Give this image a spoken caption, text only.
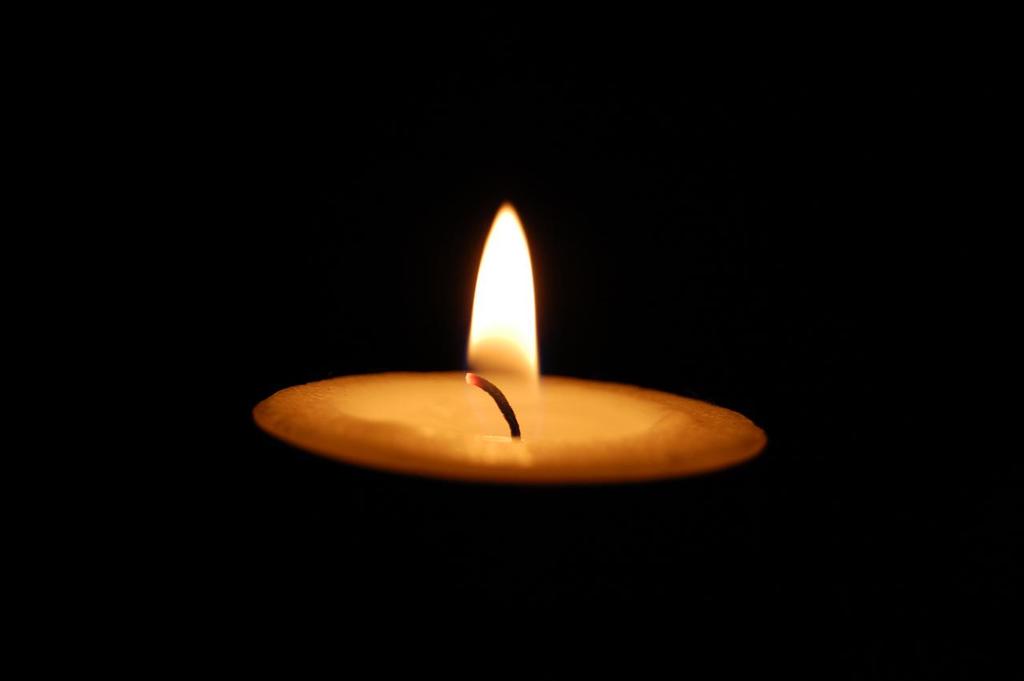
In this picture we observe a small lit candle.
